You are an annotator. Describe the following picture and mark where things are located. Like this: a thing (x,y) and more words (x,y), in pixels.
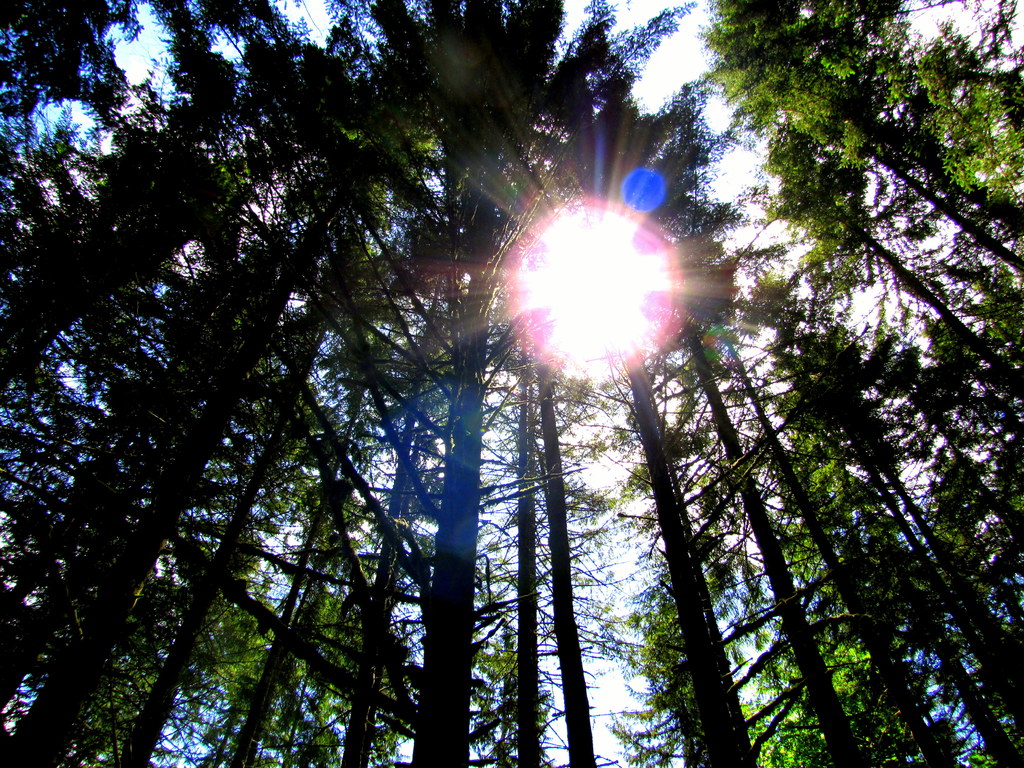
In the image we can see there are many trees (244,273), white sky (613,591) and the sun (584,321).
